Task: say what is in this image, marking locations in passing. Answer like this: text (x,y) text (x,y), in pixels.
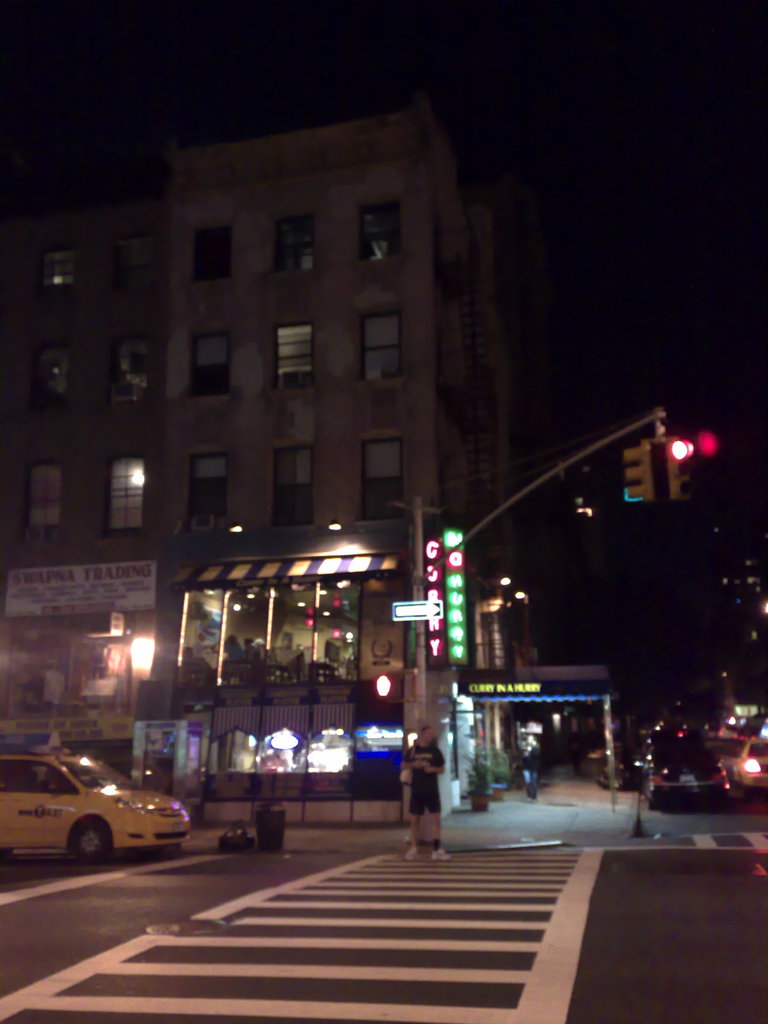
In this picture we can the night view of a place with vehicles (74,848) and traffic signal pole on the road (589,927). Here we can see buildings (239,254) with lights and windows (301,613).
